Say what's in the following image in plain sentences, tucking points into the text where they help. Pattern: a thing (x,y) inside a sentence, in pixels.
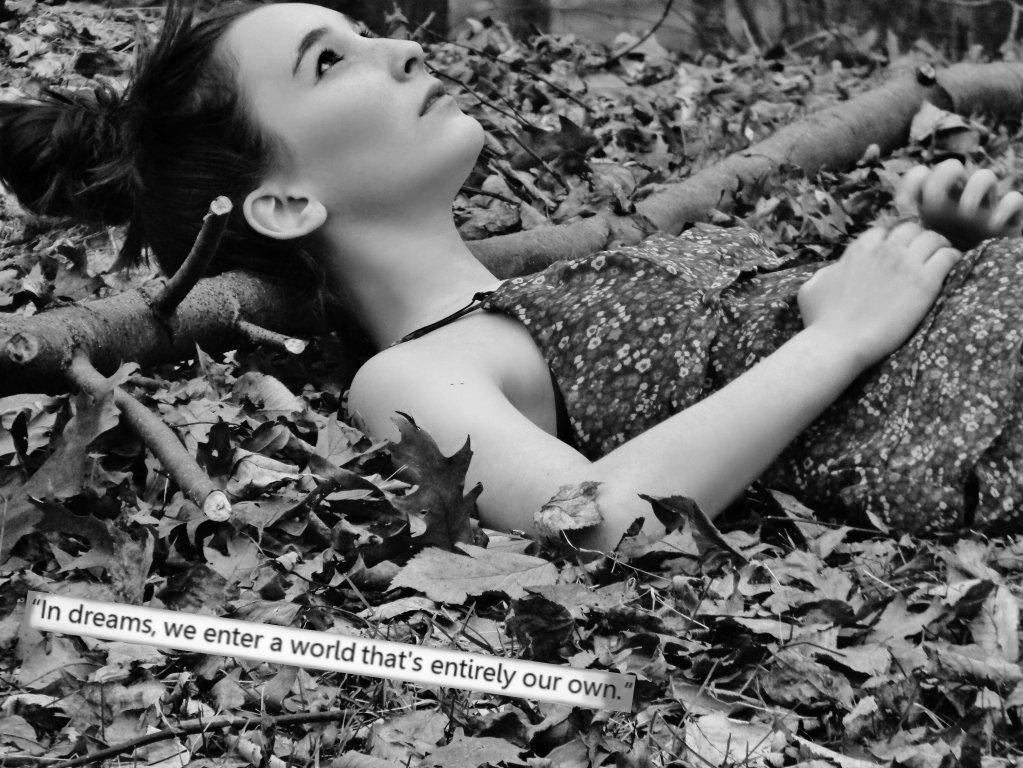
This is a black and white picture. In this picture there are dry leaves (347,762), twigs (85,361), wooden log (270,305) and a woman (622,249) lying. At the bottom (38,604) there is text (392,653). The background (506,9) is blurred.
